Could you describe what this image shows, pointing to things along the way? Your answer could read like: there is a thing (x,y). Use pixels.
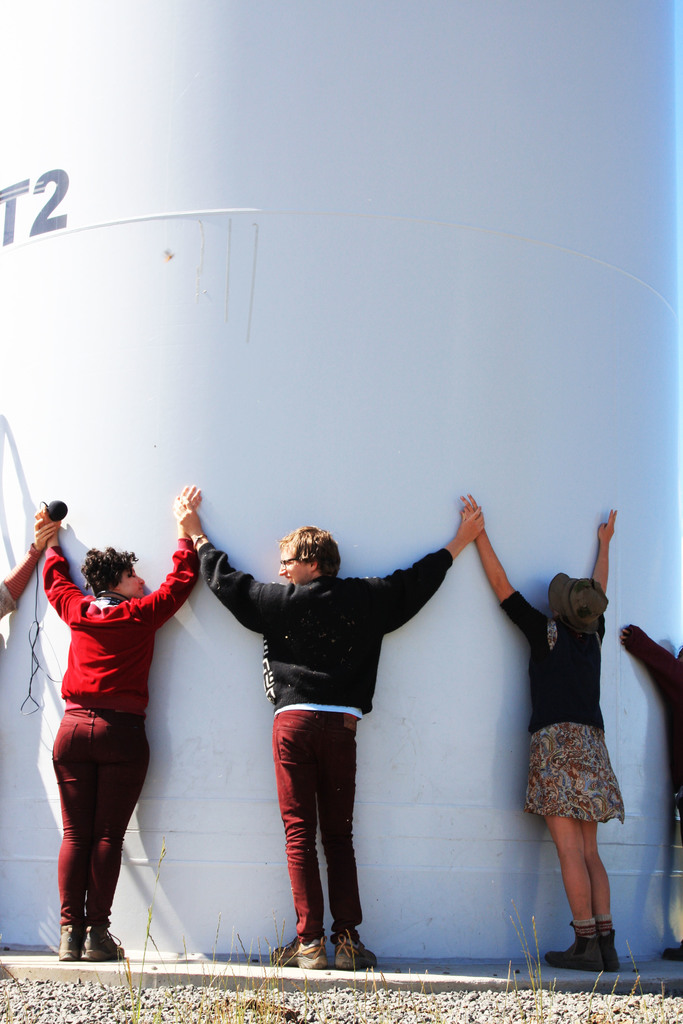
In this image, we can see people (596,707) wearing clothes (594,672) and standing in front of the wall (154,539).
